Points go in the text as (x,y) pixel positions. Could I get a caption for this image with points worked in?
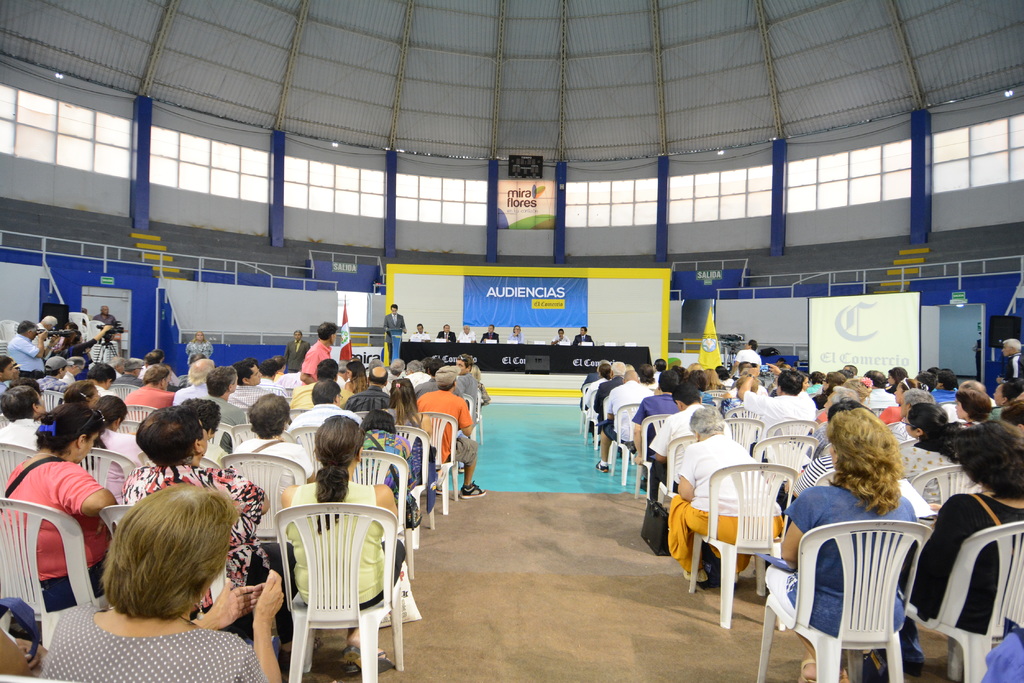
In this picture there are group of people (845,452) those who are sitting on chairs (844,525) in front of the stage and there is a stage (632,285) at the center of the image (395,317) and there are some people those who are sitting on the stage (416,293), it seems to be an auditorium (364,164).
